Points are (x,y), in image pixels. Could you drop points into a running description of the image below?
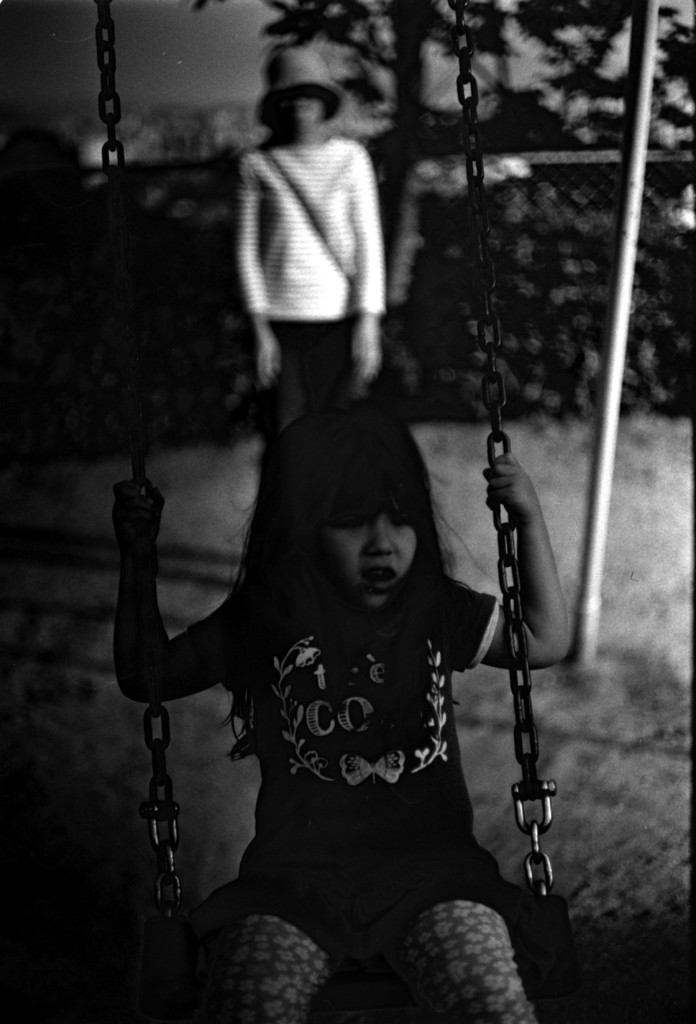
It looks like a black and white picture. We can see a girl (354,666) is sitting on the swing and behind the girl (309,573) there is a person (289,305) standing on the path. Behind the people (348,272) there is a dark background (410,28).
